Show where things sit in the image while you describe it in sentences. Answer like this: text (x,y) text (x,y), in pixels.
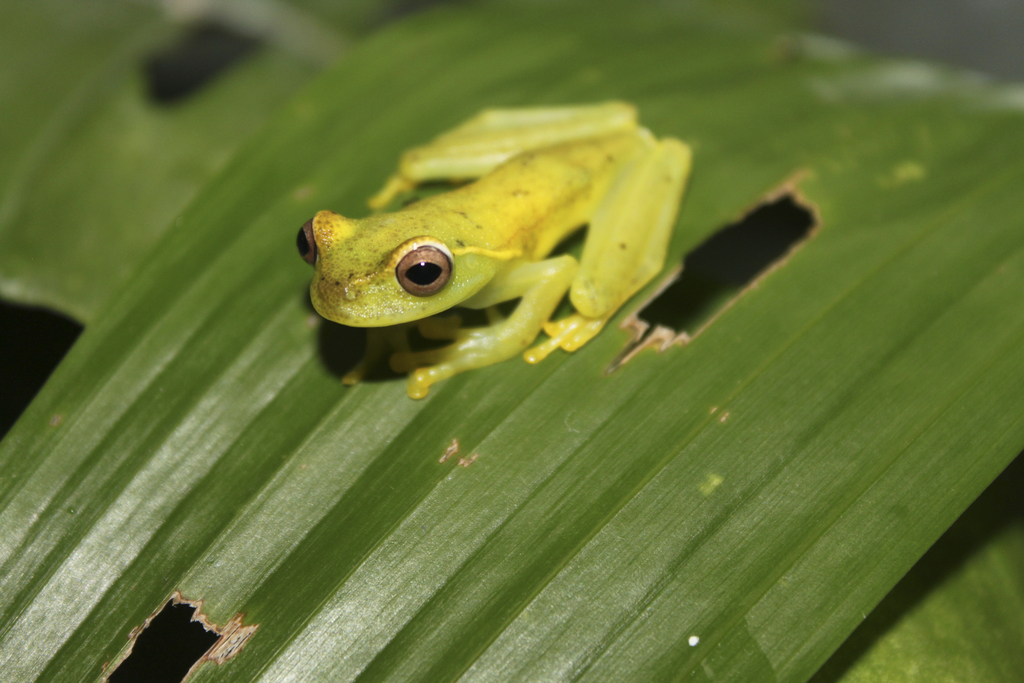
In the center of the image (497,304), we can see a frog (448,200) and in the background (90,49), there are leaves (720,187).
